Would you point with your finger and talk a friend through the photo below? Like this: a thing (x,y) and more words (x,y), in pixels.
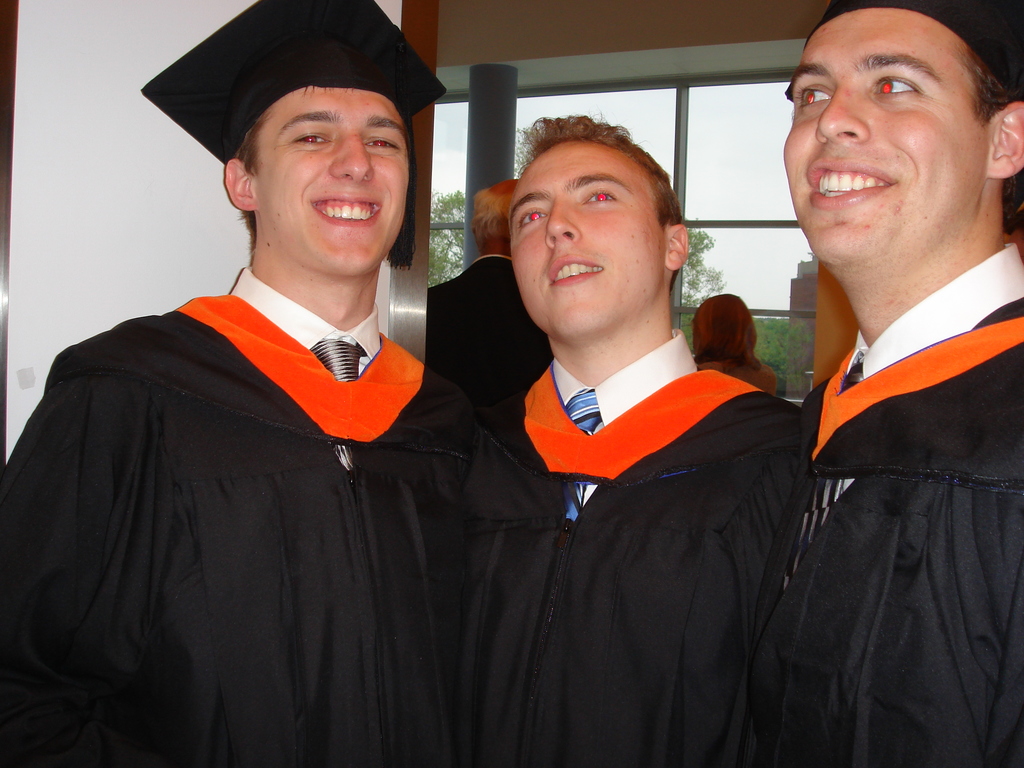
In the foreground of this image (681,614), there are three men (535,577) standing wearing scholarship dresses (378,601). Two wear hats (296,65). In the background (726,51), there is a glass window (743,159), pillar (508,94) and the wall (706,27). Through the glass (778,330), we can see trees (758,348) and the sky (745,258).
